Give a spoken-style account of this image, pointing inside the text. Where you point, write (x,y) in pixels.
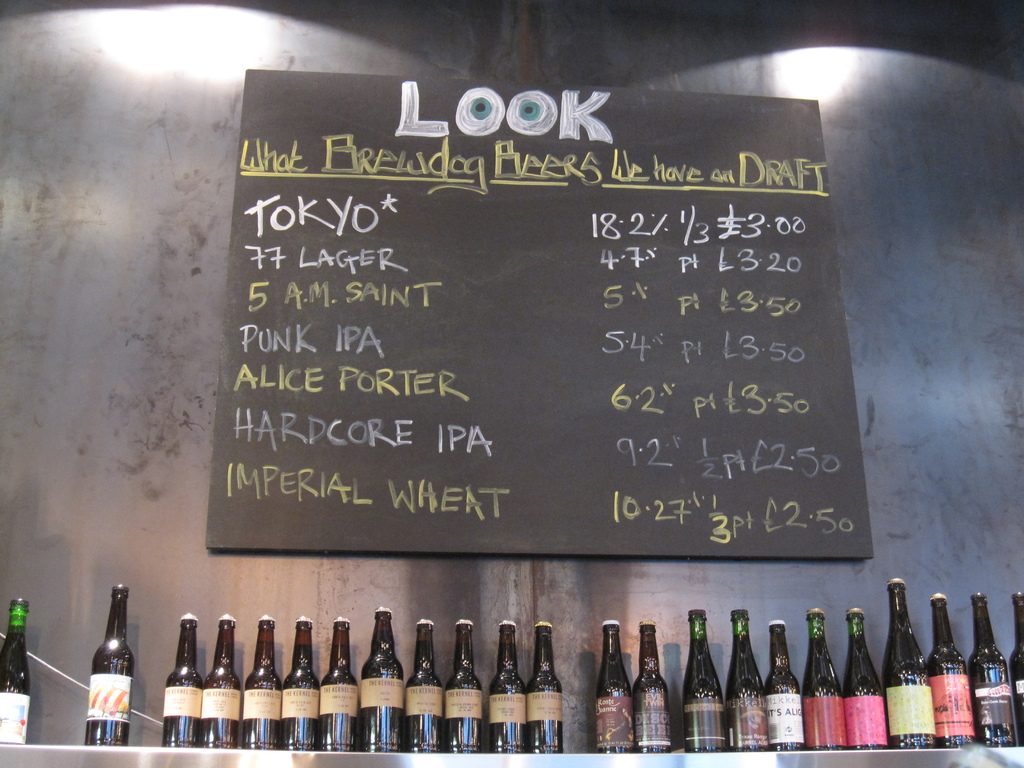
In this image I can see many beer bottles (259,700) and a board (597,110) to the wall (896,228).
